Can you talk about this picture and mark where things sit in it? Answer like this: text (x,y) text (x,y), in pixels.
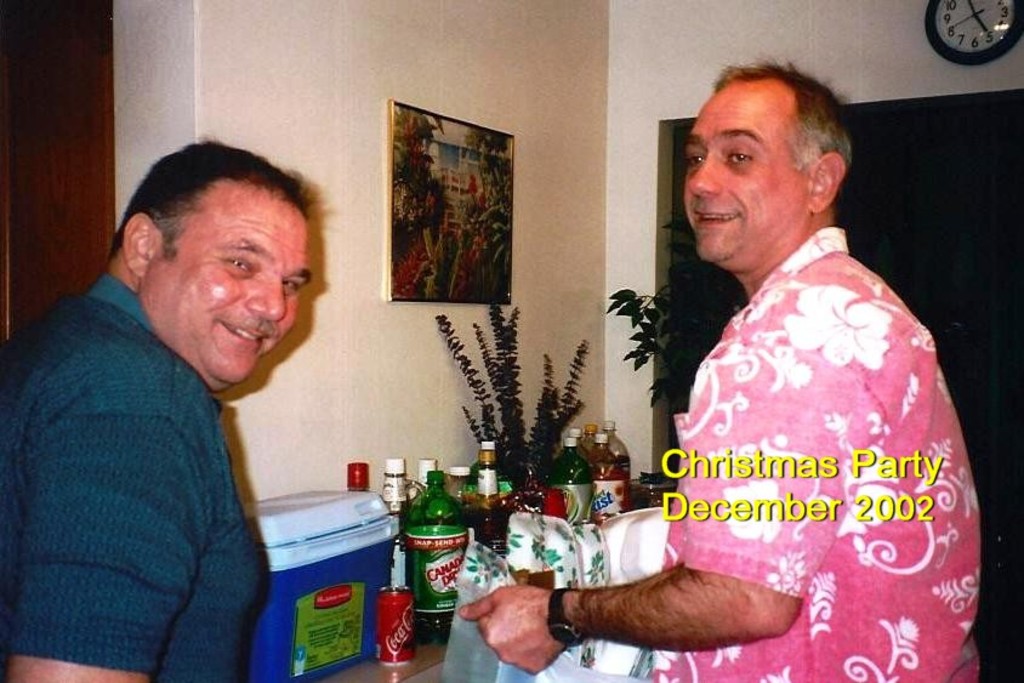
There are two persons (739,528) standing in front of a table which has some drink bottles (459,496) placed on it.
